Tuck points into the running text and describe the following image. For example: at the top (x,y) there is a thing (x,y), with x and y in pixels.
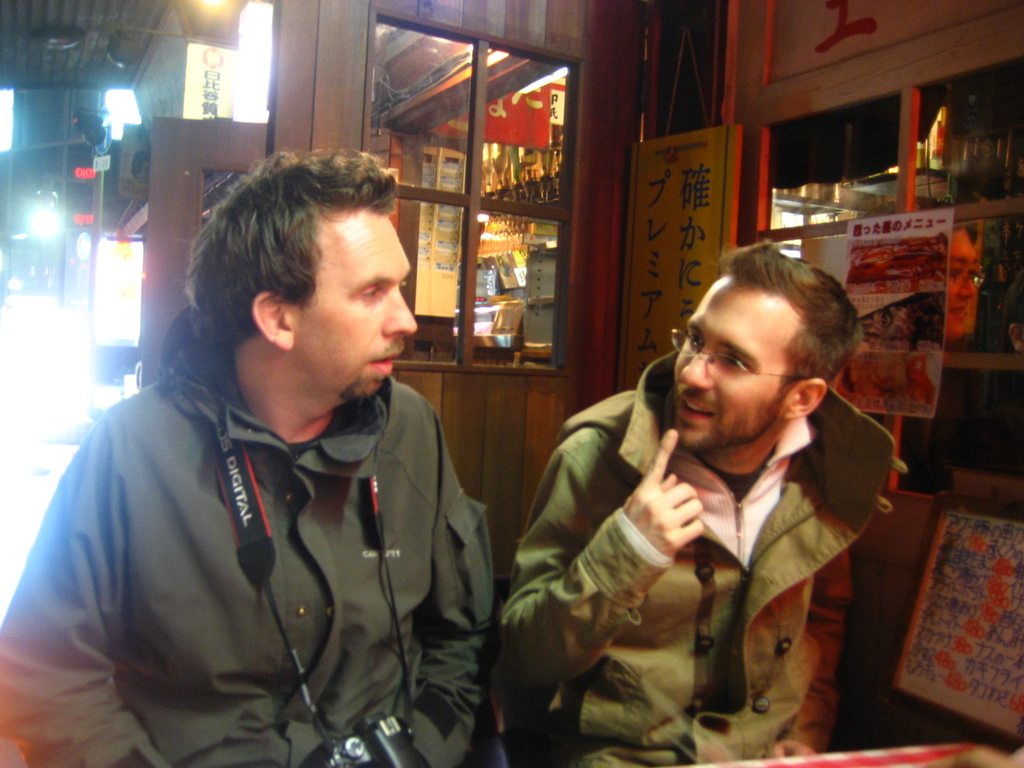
In this image we can see men (460,621) sitting on the seating stools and one of them is wearing a camera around his neck (310,432). In the background (445,161) we can see electric lights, stores (515,172), information boards (910,230), name boards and poles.
